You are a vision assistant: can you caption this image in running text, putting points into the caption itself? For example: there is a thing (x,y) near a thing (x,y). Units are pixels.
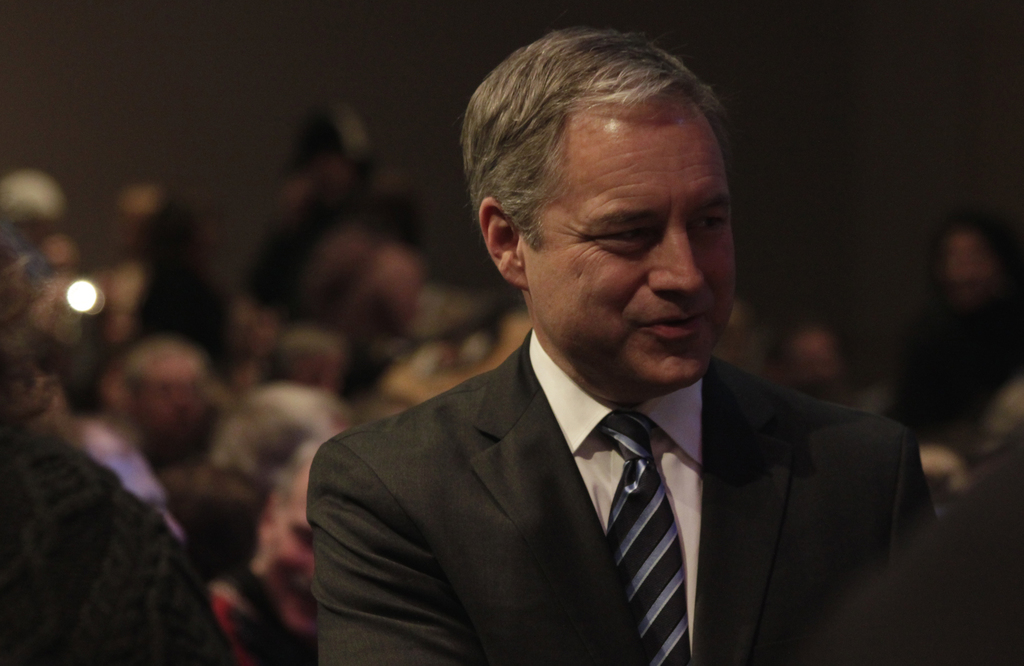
In this image I can see a man (623,469) is wearing a tie (629,507), a shirt (589,465) and a black color suit (459,525). The background of the image (232,234) is blurred.
